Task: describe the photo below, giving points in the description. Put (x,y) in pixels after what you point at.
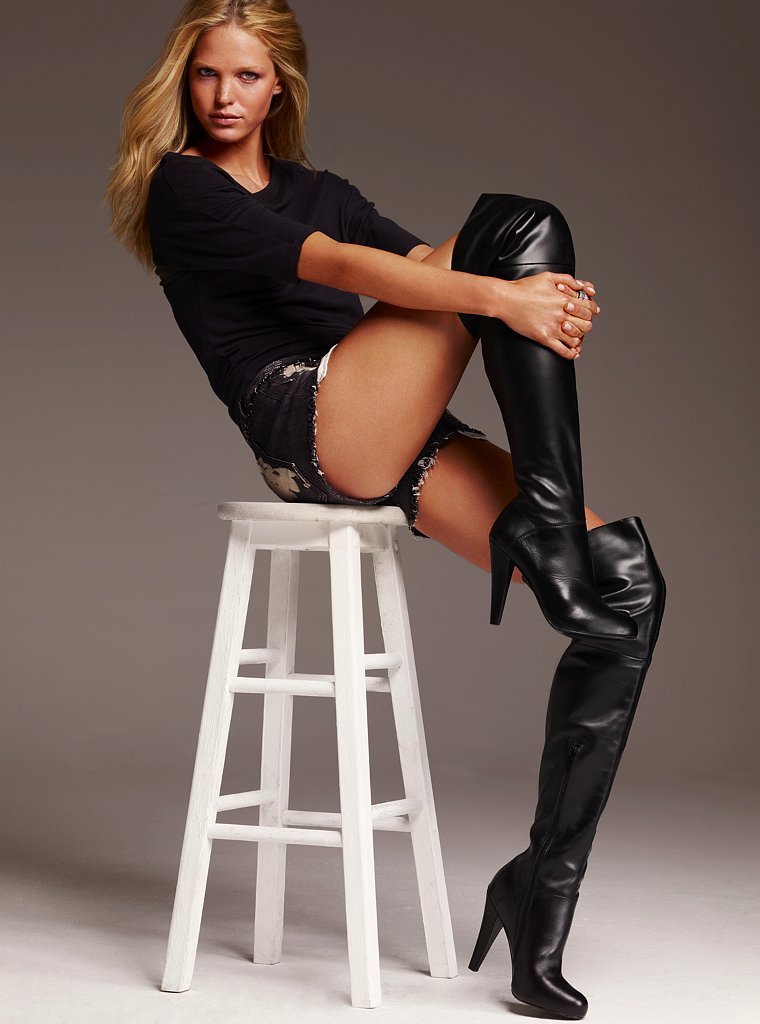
In this image I can see a woman (234,232) wearing black colored dress (255,280) and black boots (504,271) is sitting on the white colored stool (320,546). I can see the white colored floor (194,980).
